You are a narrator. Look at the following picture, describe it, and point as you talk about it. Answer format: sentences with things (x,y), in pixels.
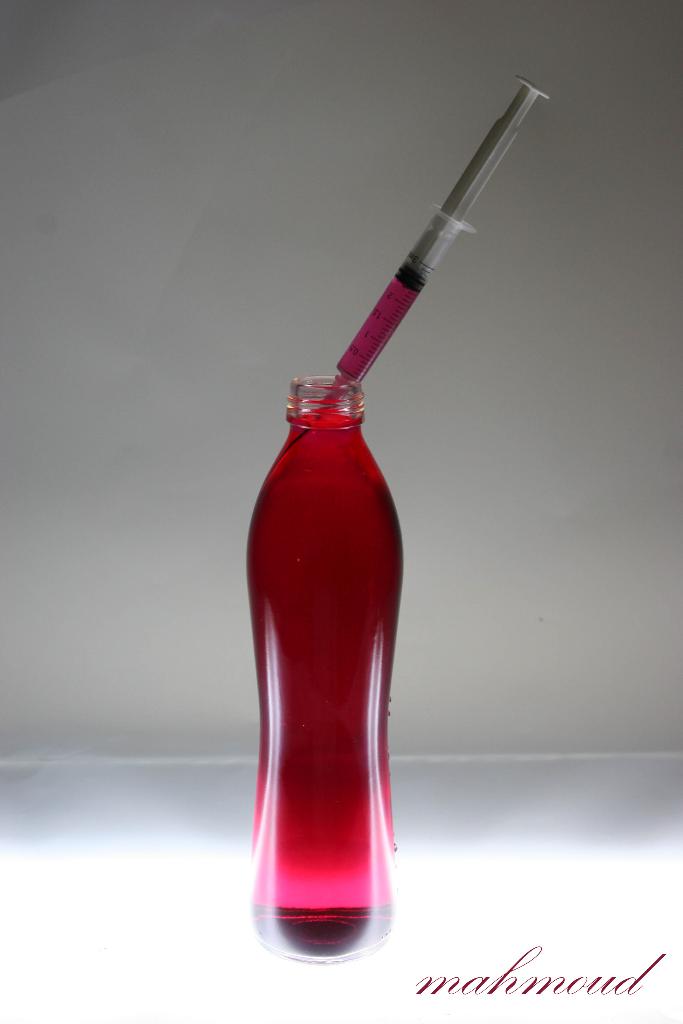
This is a bottle (292,737) with the pink color liquid (316,671) inside it. This is a injection (393,280) which is kept inside the bottle (320,499). This looks like a poster (544,787).
